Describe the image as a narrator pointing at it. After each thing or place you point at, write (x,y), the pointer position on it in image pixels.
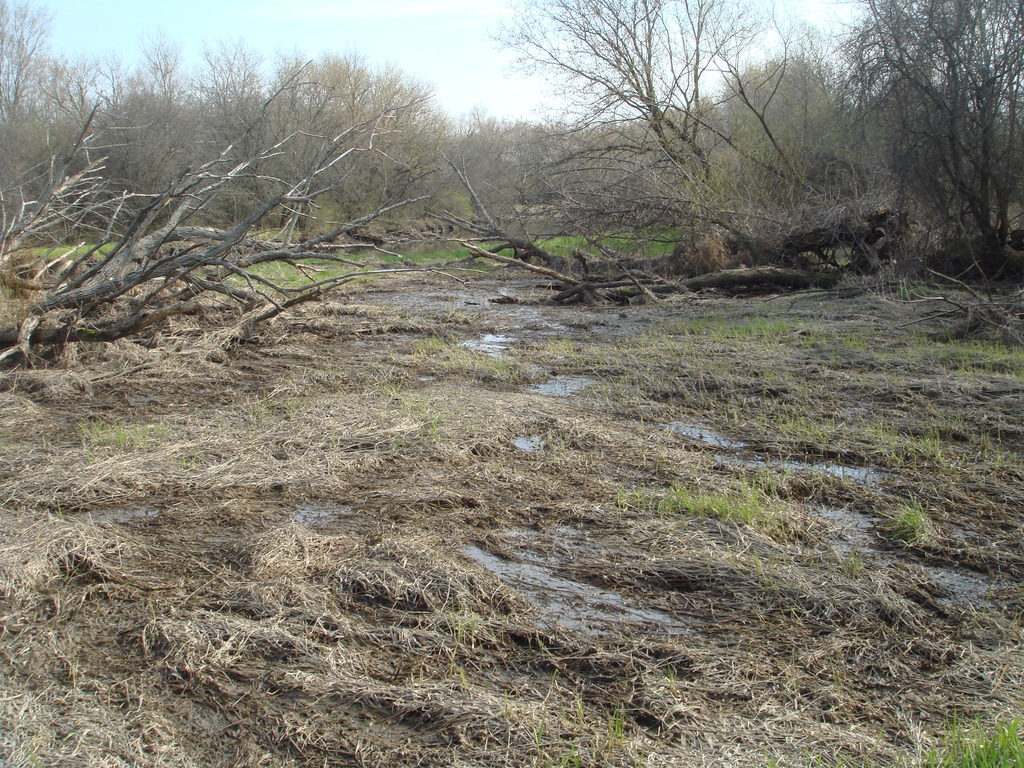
There is mud (442,453), grass (551,448) and water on the ground (427,419). In the background (445,179) there are trees (394,79) and sky (368,53).
